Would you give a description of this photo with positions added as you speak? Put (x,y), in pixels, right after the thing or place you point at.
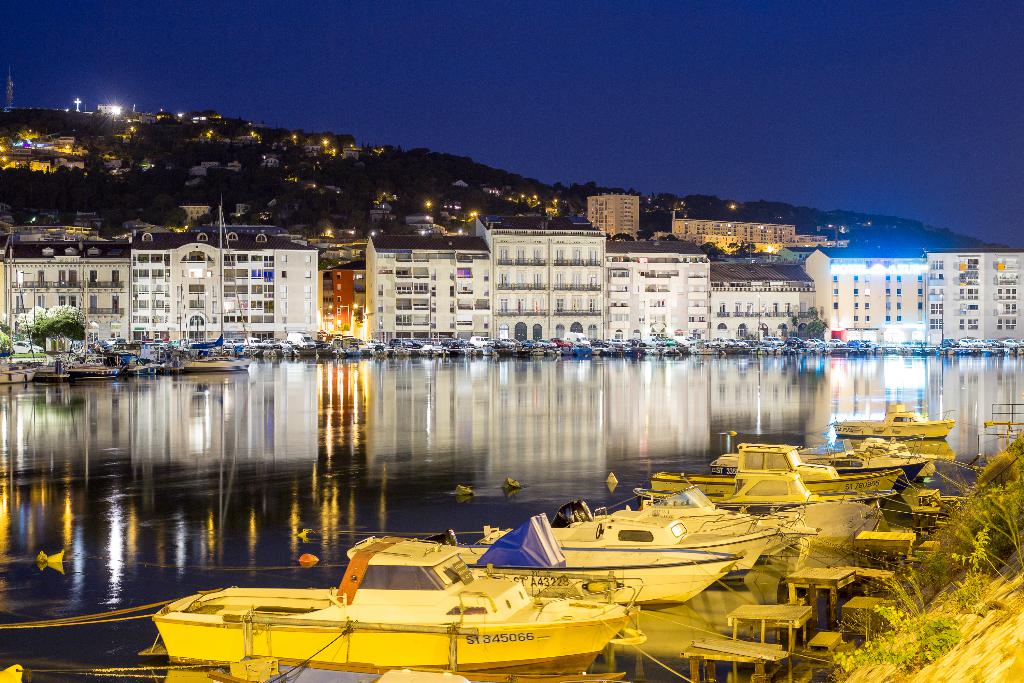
In this image we can see boats (694,566) on the water (636,661). In the background (412,326) there are boats (287,349) on the water (293,393), buildings (440,325), street lights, poles (86,303), windows (113,303) and there are buildings (26,156) on the hill (265,161) and we can see the sky (664,147).
